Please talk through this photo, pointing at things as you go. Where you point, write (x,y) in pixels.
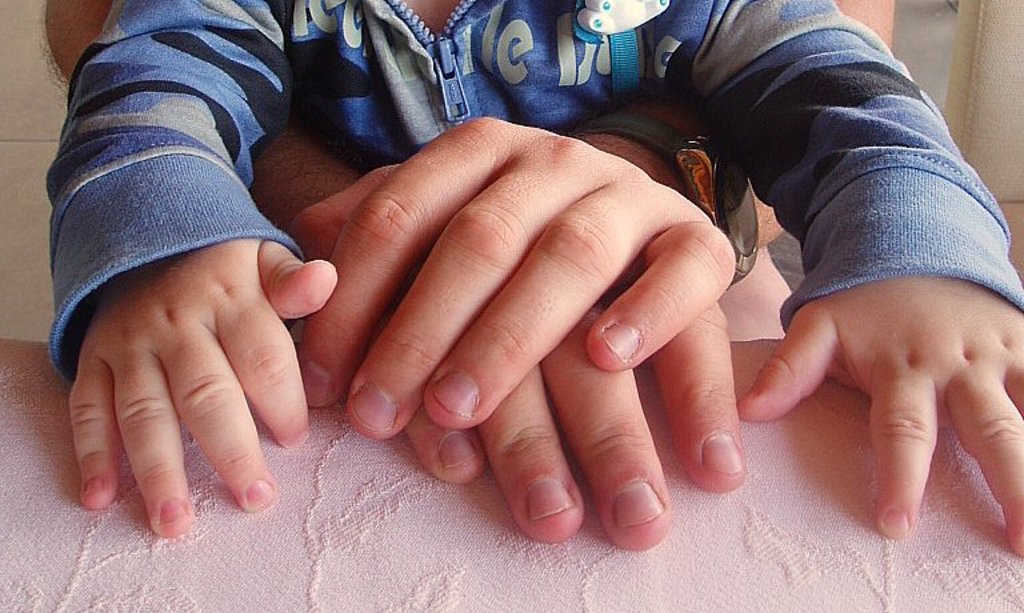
In the foreground of this image (442,461), at the bottom (474,574), there is a pink color cloth (474,574) on which there are hands (228,324) of a kid (241,301) and hands (515,280) of a person (510,281).
